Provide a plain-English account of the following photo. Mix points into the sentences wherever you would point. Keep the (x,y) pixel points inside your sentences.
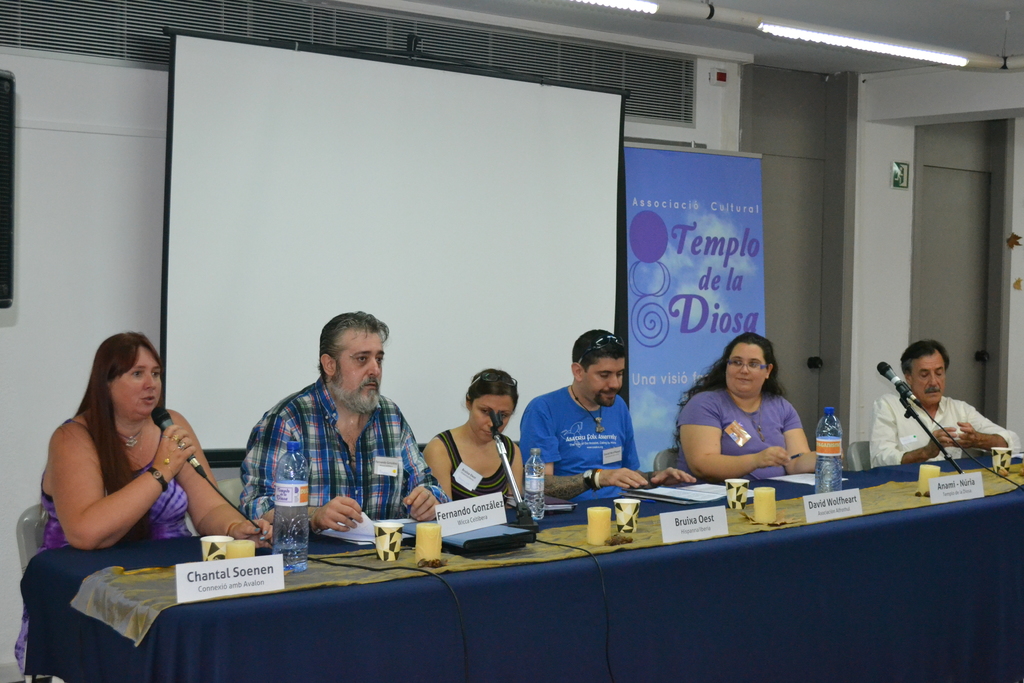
In this image In the middle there is a table (632,538) on that there is a bottle (297,480), cups (207,543) and papers (698,491), In front of that there are six people (569,454) on them On the left (134,442) there is a woman (102,464) her hair (110,421) is long she is speaking. In the back ground (439,250) there is a white screen (338,206), wall (133,216), light (852,44), poster (722,268) and door (954,280).
